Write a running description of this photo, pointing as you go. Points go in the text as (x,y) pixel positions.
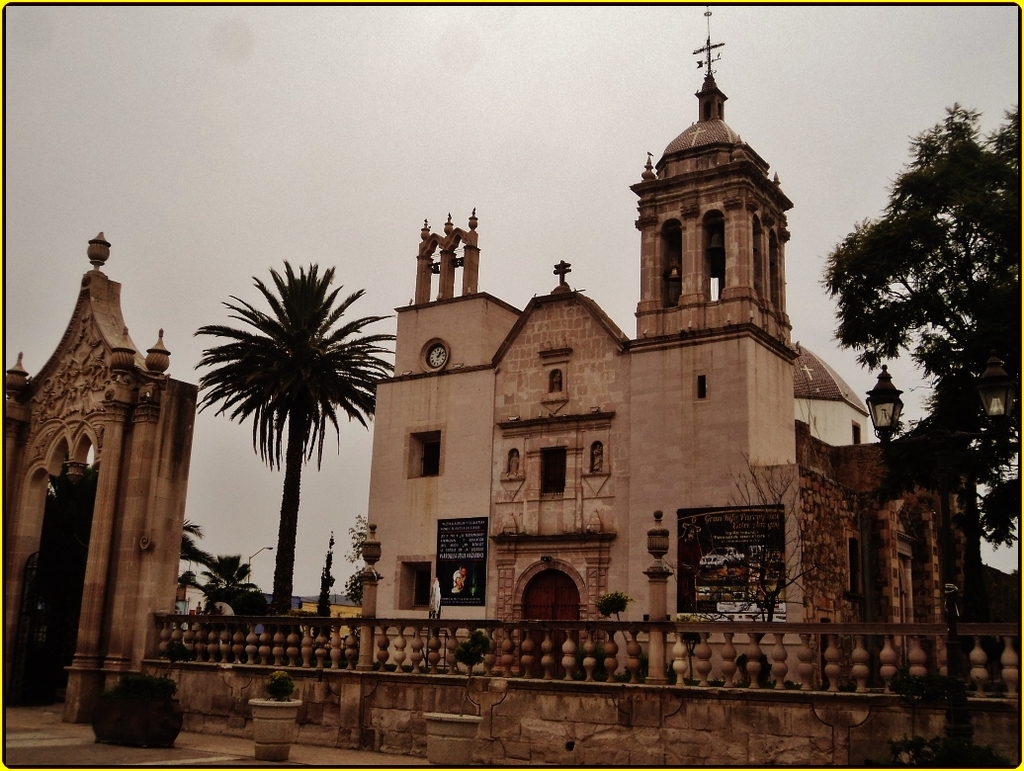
This image consists of a building (616,509) which is in the center (611,457). In front of the building (588,469) there is a wall (576,705) and there are pots (261,724), plant (140,687). On the left side of the building (812,484) there are trees (227,564) and there is an arch (138,503). On the right side of the building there are poles (945,472) and a tree (978,396) and the sky (358,181) is cloudy.
